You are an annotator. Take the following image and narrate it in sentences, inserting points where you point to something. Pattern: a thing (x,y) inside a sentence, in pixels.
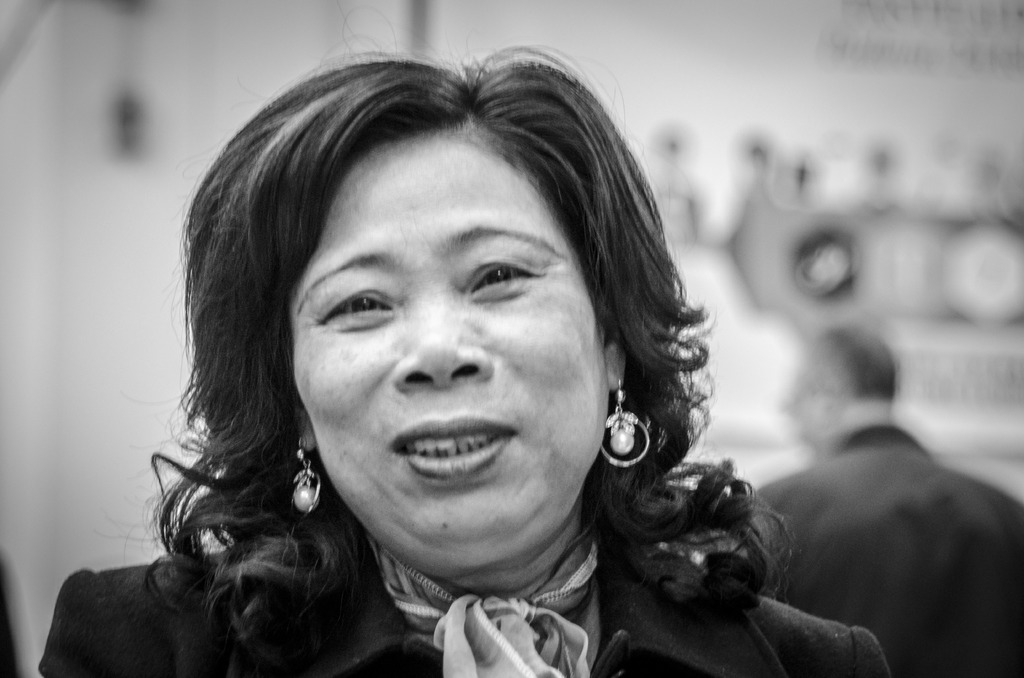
In the foreground (325,377) there is a woman (358,563). On the right side (874,553) there is a man (832,545) facing towards the back side (840,442). The background (756,307) is blurred.
